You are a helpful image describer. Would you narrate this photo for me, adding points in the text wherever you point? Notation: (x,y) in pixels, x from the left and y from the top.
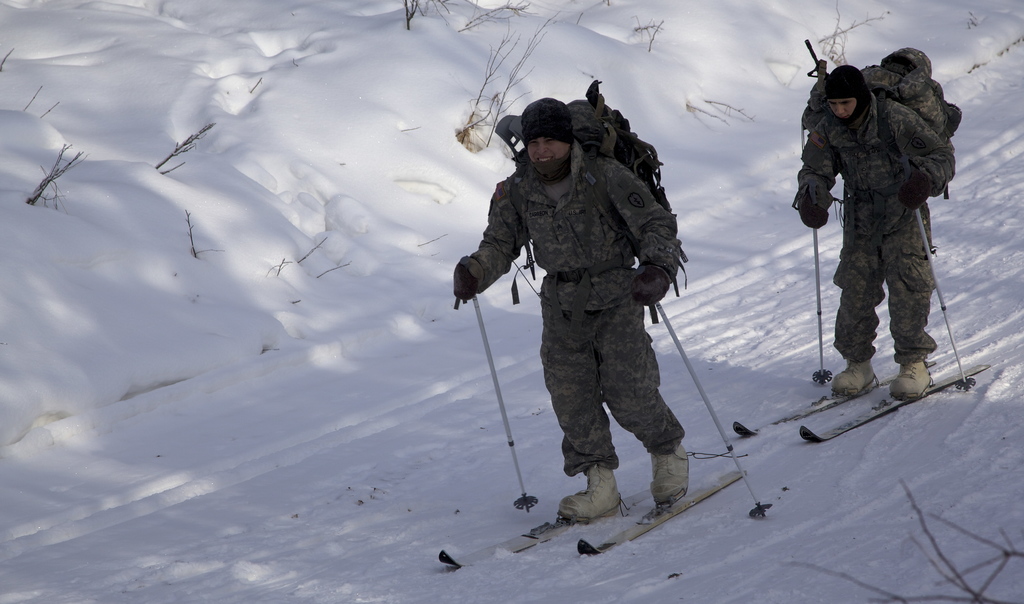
In the picture we can see two persons (613,257) wearing backpacks (924,96) and skiing. At the bottom (406,583) we can see stems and snow (256,370). At the top (318,103) there are plants (477,103) and snow (438,134).
